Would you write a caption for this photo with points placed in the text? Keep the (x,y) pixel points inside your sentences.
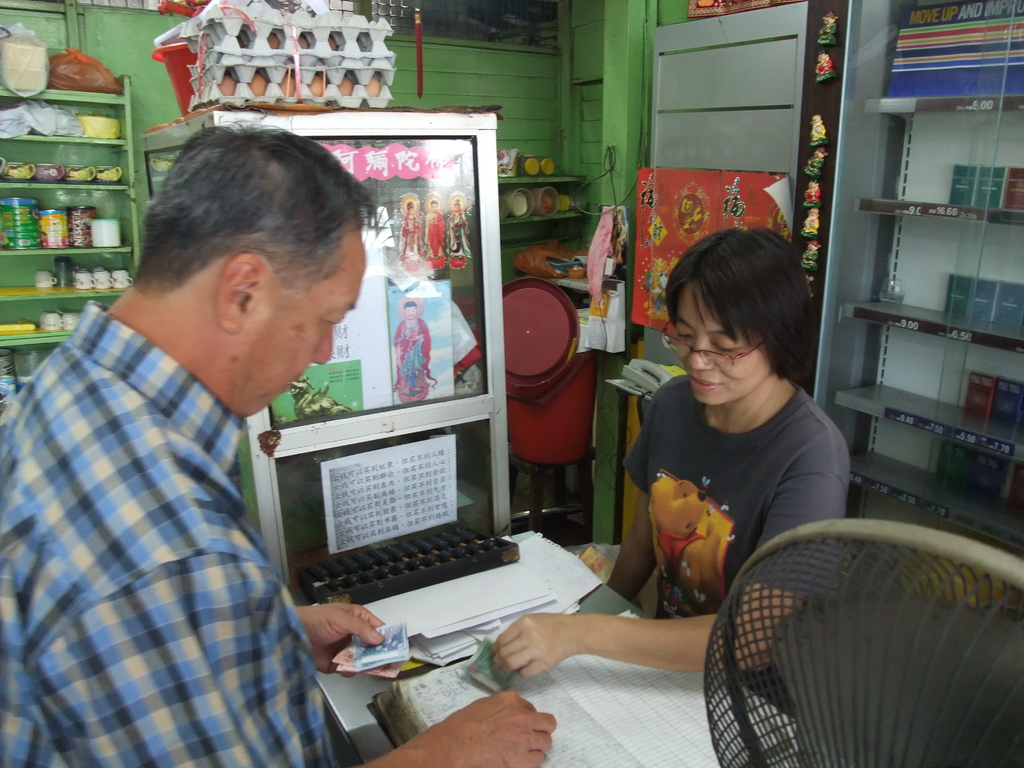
In this image we can see two persons (257,616) holding the objects (504,682), there is a table (590,706), on the table (419,600), we can see papers (455,616), table fan (820,722) and some other objects (428,541), also we can see some cupboards (85,186) with cups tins (71,237), posters (430,211) and some other things (533,257), on the cupboard (481,193) we can see the egg trays (284,40) with eggs (226,93) in it.
